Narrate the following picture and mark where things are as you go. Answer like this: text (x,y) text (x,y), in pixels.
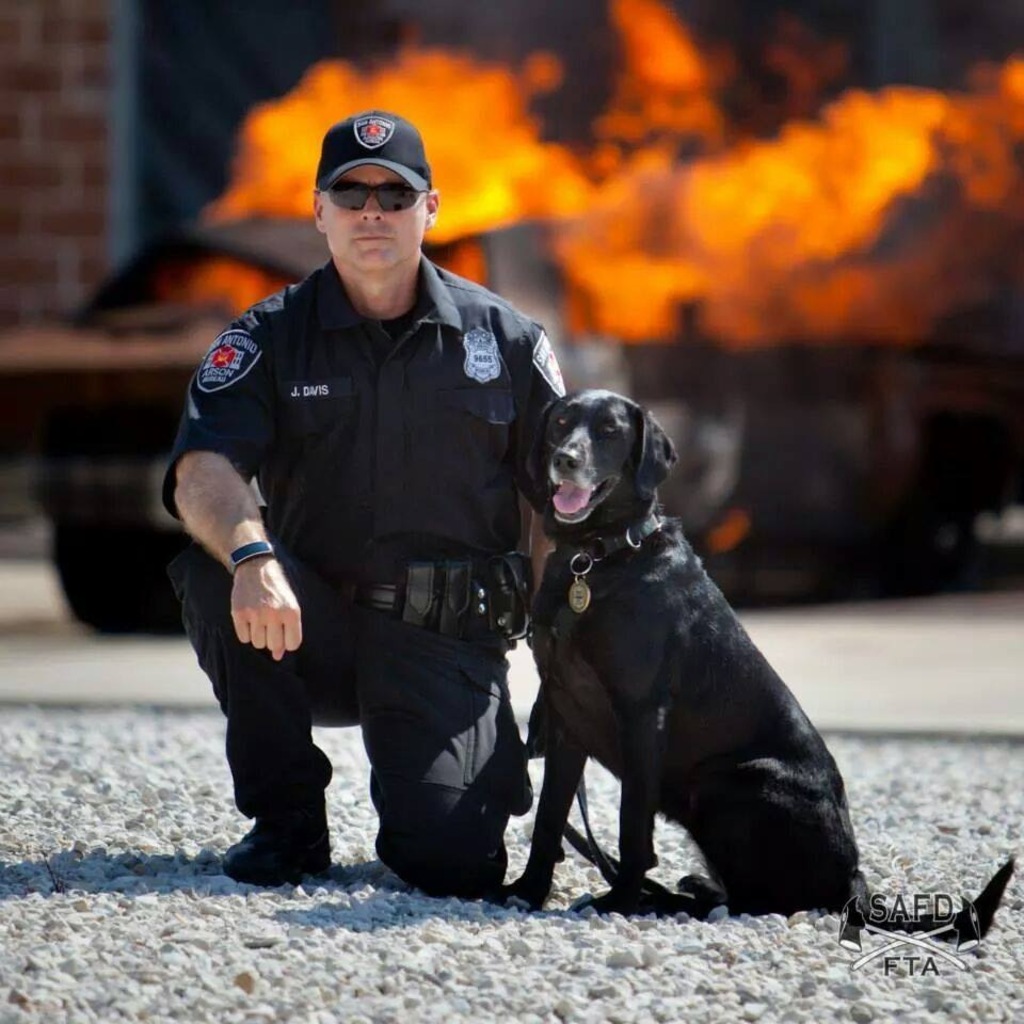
In the middle of the image (547,345) a man (376,122) is sitting. Beside the man (518,545) there is a dog (554,726). Behind them there is a flame (237,159). Top left side of the image (1,20) there is a wall (15,10).
